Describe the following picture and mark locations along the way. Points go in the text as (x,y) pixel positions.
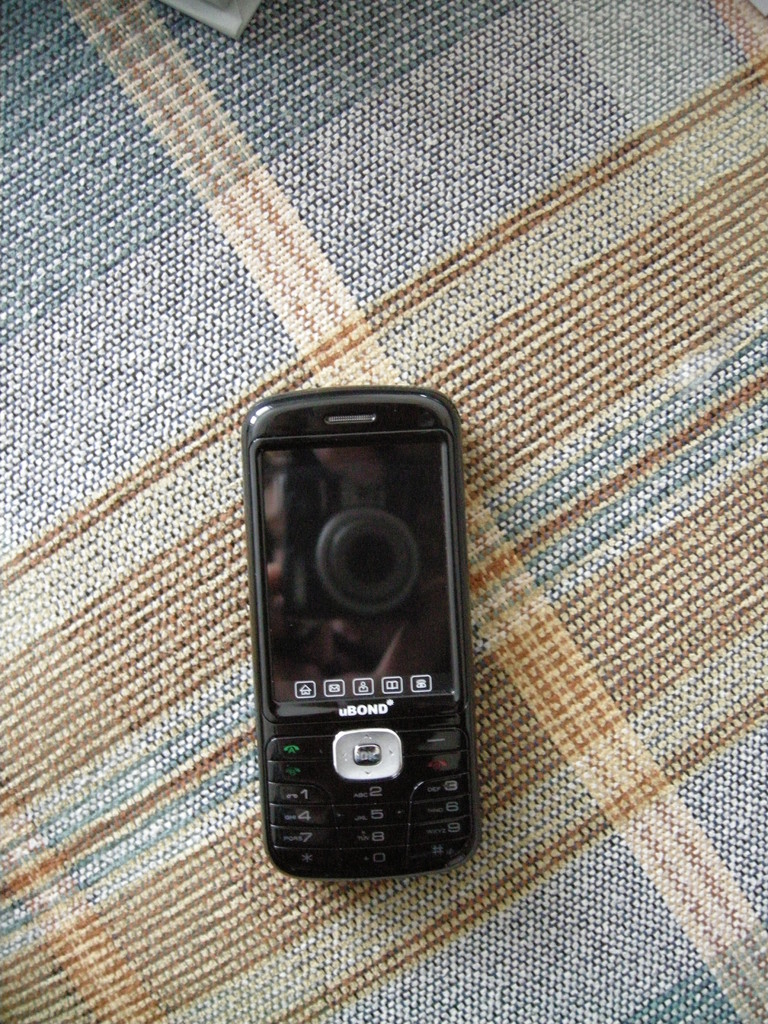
In this image we can see a mobile phone (412,519) kept on the cloth (365,215).
